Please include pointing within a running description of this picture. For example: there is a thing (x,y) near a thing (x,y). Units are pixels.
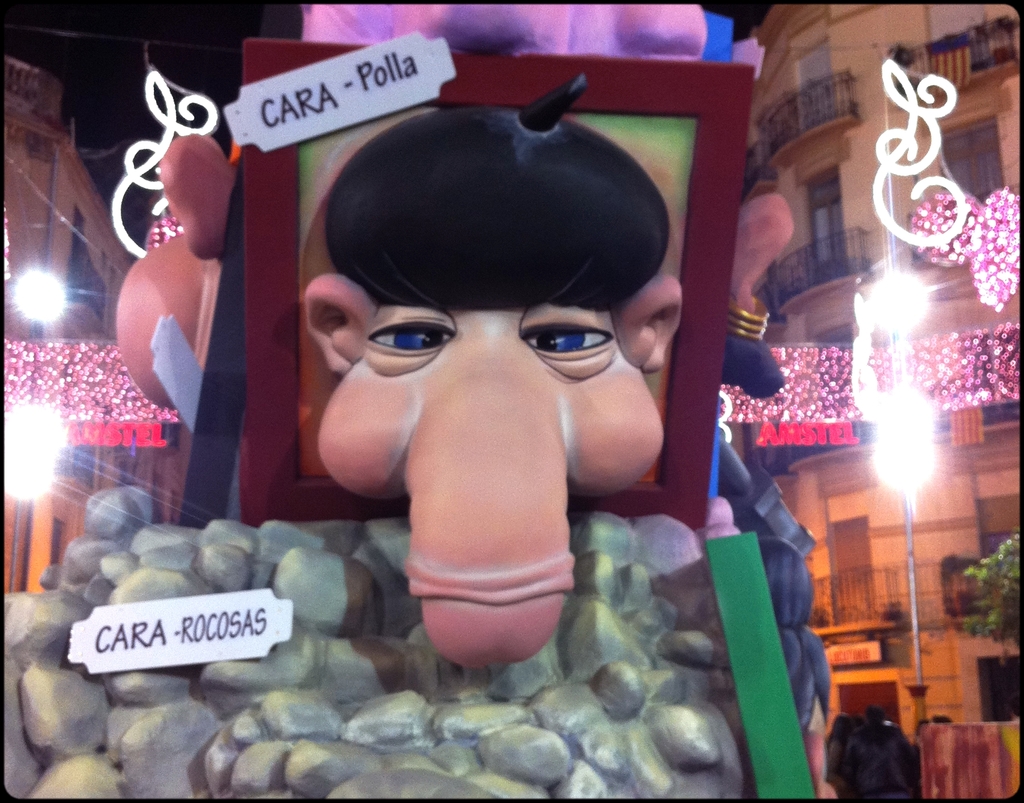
In this image in the front (362,292) there is a cartoon (505,311). In the background (49,215) there are buildings (778,270), lights (829,401) and there are wires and there are some texts (775,444) written on the board (809,431). On the right side (1003,616) there are leaves (1011,591).
